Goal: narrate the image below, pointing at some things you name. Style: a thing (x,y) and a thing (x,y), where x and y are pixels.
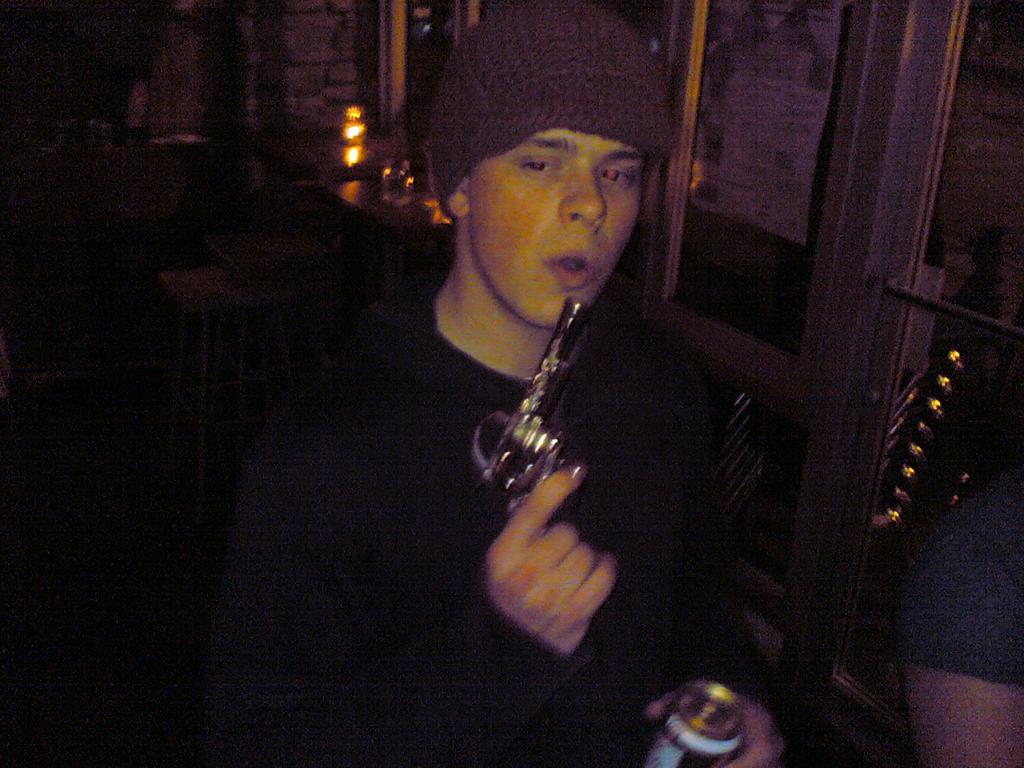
In this picture we can see a person (432,600) is holding a gun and a tin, he wore a cap (556,119), we can see a light (353,126) in the background (361,157), there is a dark background (140,115), at the right bottom (980,657) we can see another person's hand (972,708).
